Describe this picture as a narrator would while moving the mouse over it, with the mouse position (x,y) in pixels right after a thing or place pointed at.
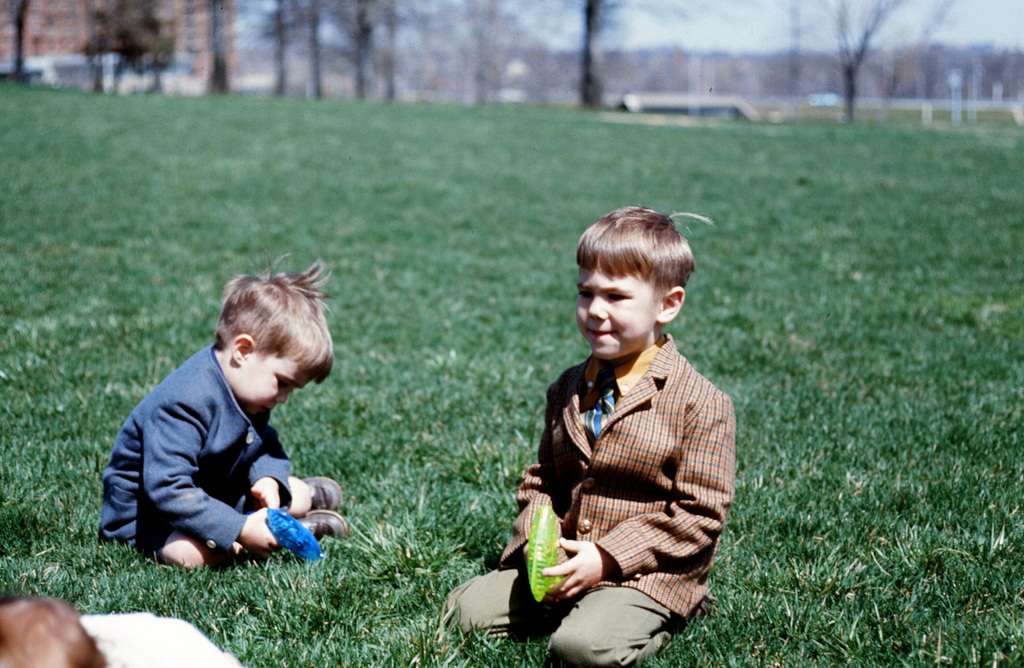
At the bottom of the image (600,506) few kids (555,478) are sitting and holding something in their hands (252,541). Behind them there is grass (374,155) and trees (635,65).
